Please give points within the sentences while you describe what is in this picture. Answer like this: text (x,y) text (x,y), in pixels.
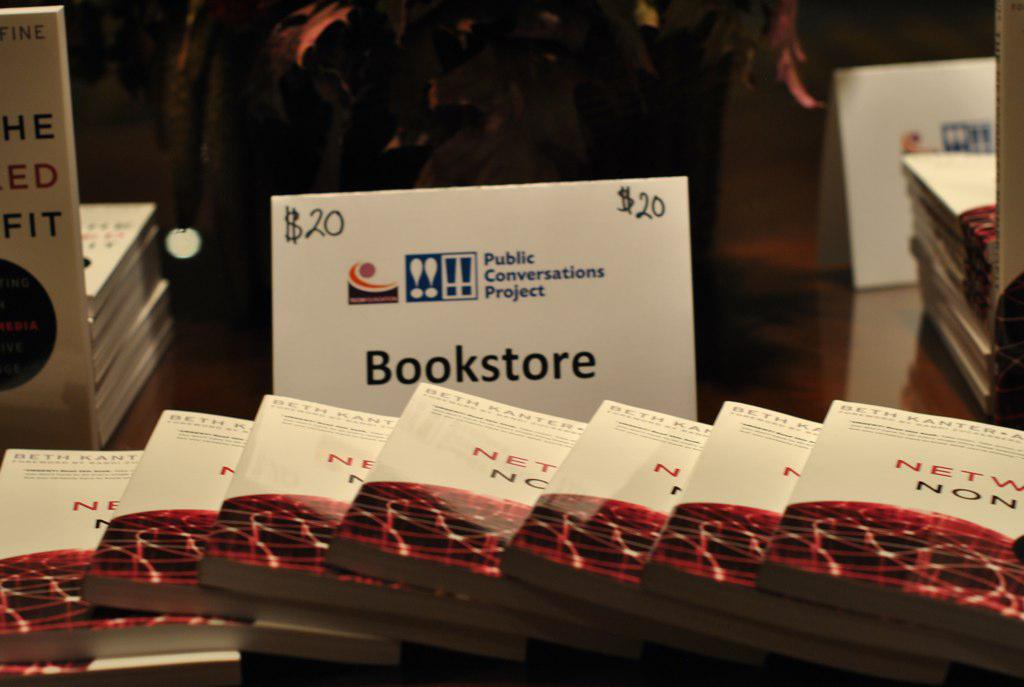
In this image there is a table (247,330) and we can see books (325,511) and boards (575,237) placed on the table (736,316).
